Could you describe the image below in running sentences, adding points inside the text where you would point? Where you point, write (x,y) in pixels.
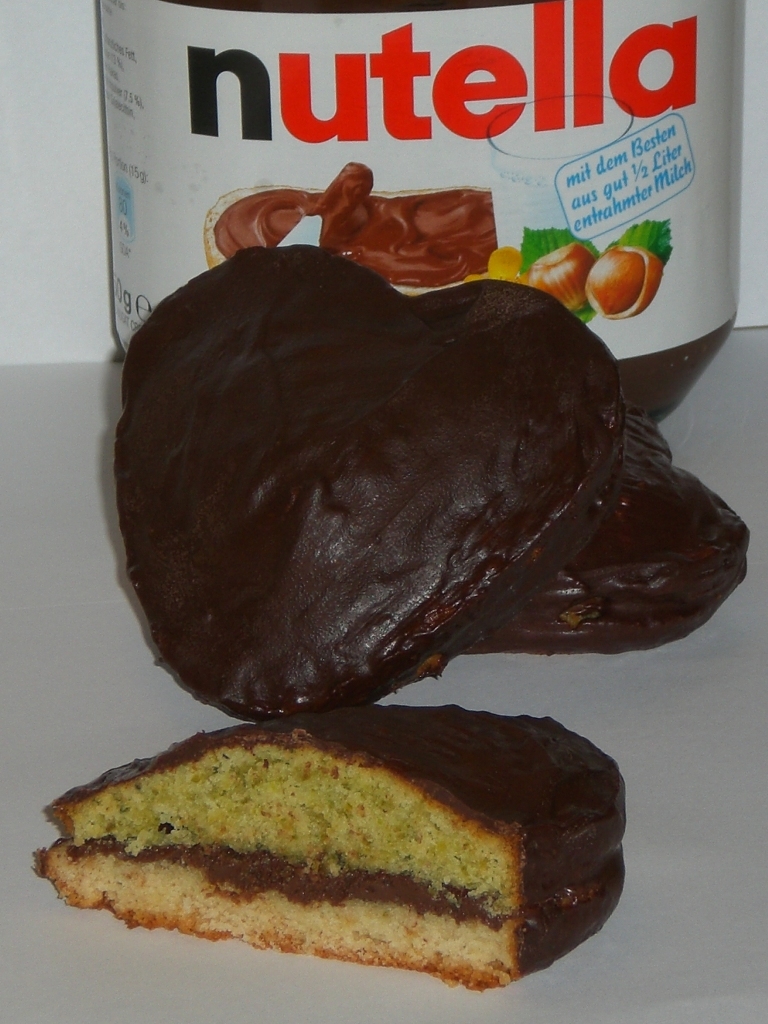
In this image I can see a white colored surface (44,655) on which I can see few food items (356,747) which are brown in color and I can see a bottle (513,208) to which a sticker (433,46) is attached which is white, red and brown in color. In the background (52,72) I can see the white colored surface (61,140).
